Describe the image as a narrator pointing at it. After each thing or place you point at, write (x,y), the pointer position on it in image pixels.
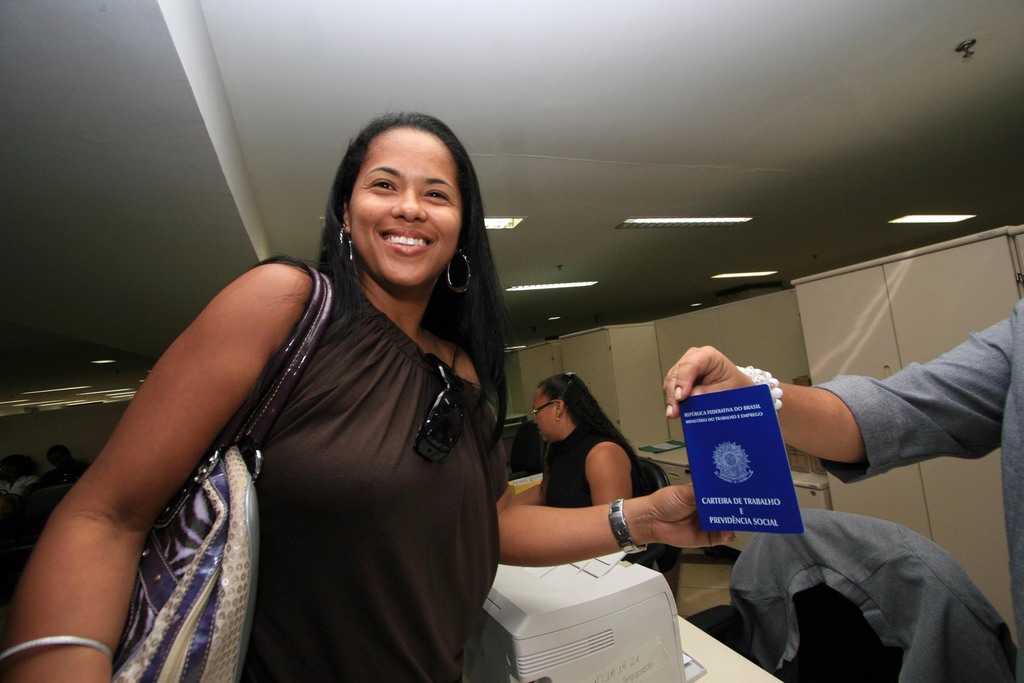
In this picture we can see a woman (478,493) standing and holding something, in the background (624,478) there is a woman (602,452) sitting on the chair (643,478), we can see a cloth (846,577) here, there are some lights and ceiling (801,216) at the top of the picture (572,117), this woman (402,518) is carrying a handbag (199,614).
